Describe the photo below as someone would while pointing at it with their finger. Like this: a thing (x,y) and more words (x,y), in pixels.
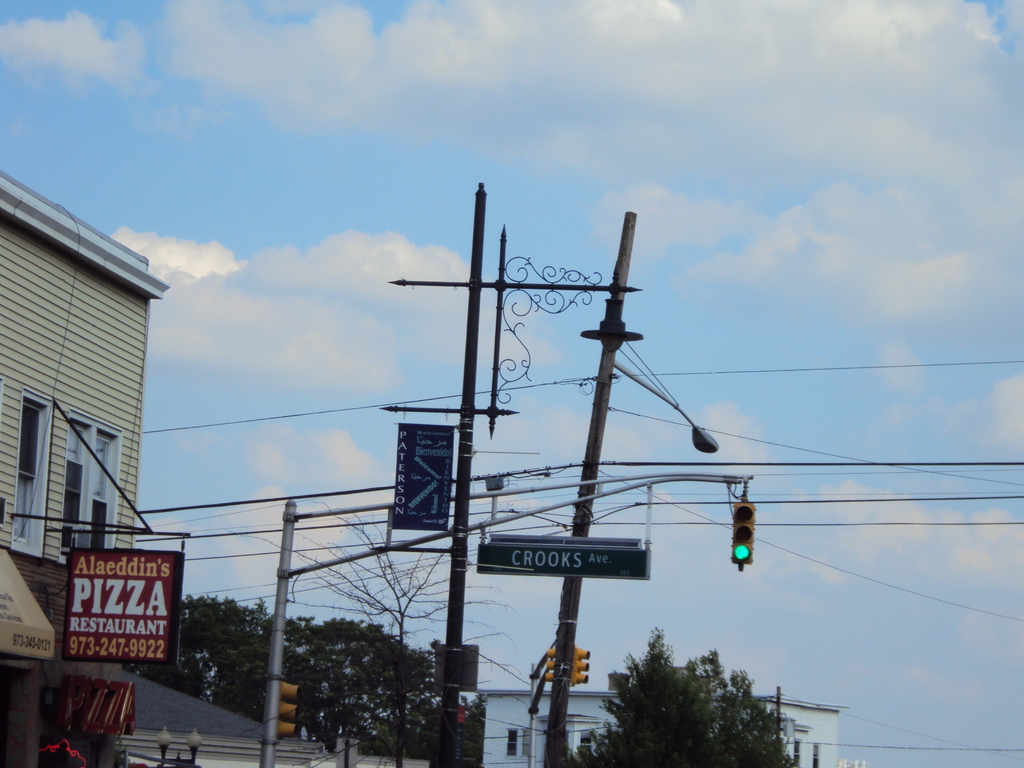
In this picture we can see buildings (206,741), poles (277,645), wires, trees (376,659), lights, traffic signals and boards (401,465). In the background of the image (827,450) we can see the sky (783,187).
